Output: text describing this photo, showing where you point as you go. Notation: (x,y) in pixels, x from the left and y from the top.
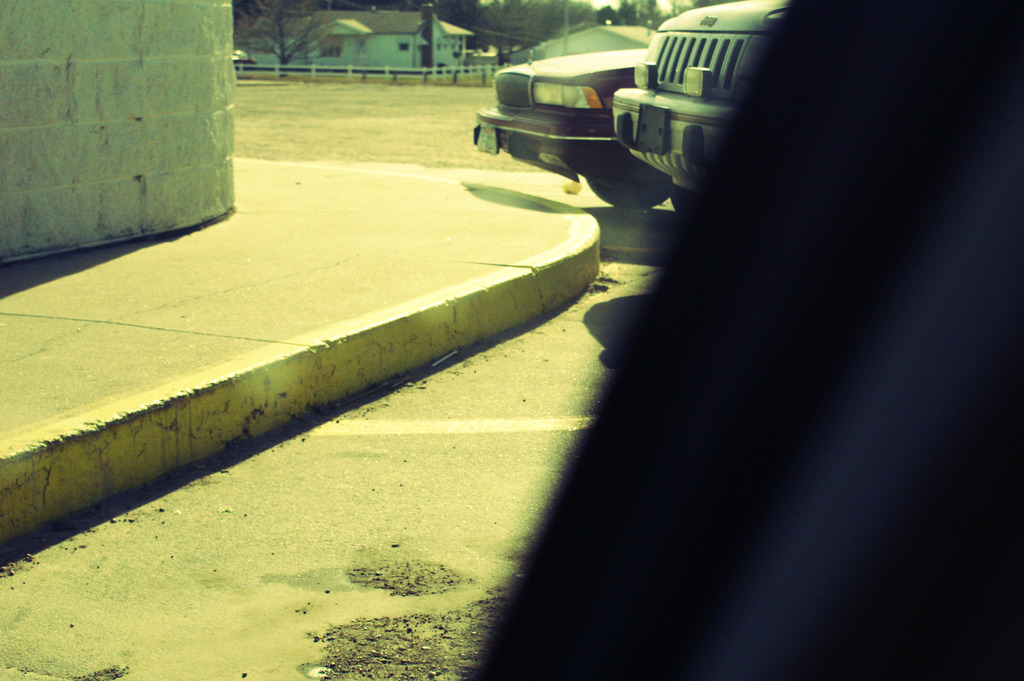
In this picture I can see the path (393,420) in front (346,473), on which there are 2 cars (571,65). On the left side of this image (114,102) I can see the wall (115,78). In the background (417,48) I see the fencing (343,66), a building (355,54) and number of trees (490,10). I see that it is dark on the right side of this image (846,322).
